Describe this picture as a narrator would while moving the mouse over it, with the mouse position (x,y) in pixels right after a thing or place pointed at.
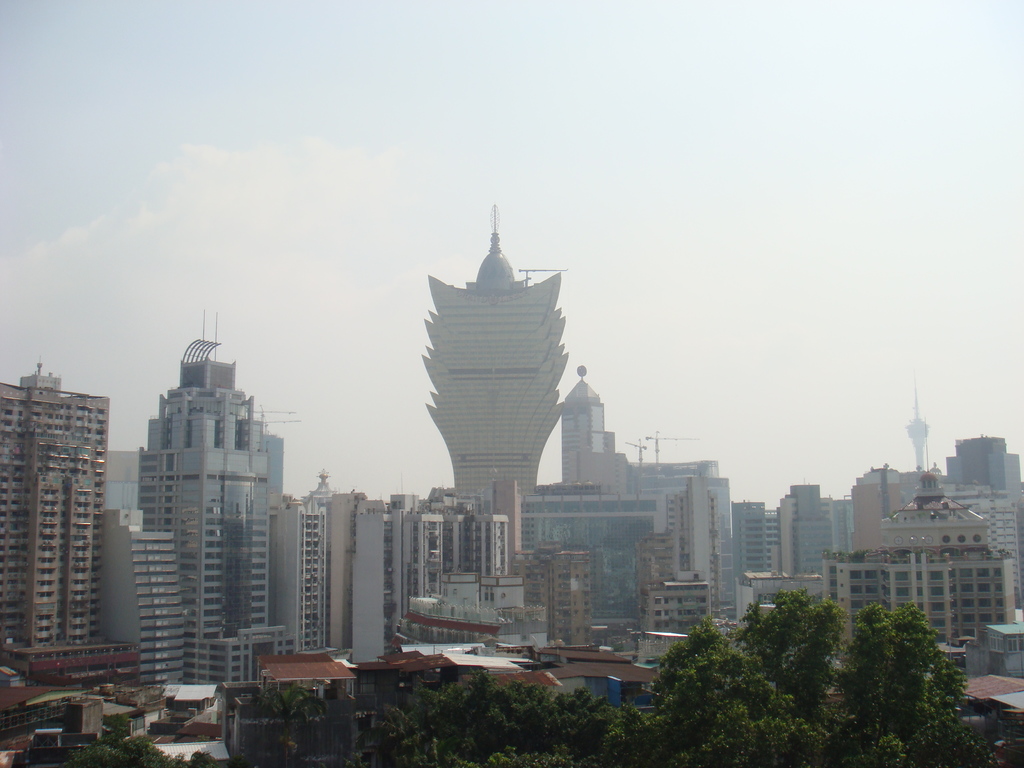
In this image we can see a group of buildings (492,586) with windows (613,548). We can also see some houses (614,669) with roof (527,679), a group of trees (653,710) and the sky (643,190) which looks cloudy.
